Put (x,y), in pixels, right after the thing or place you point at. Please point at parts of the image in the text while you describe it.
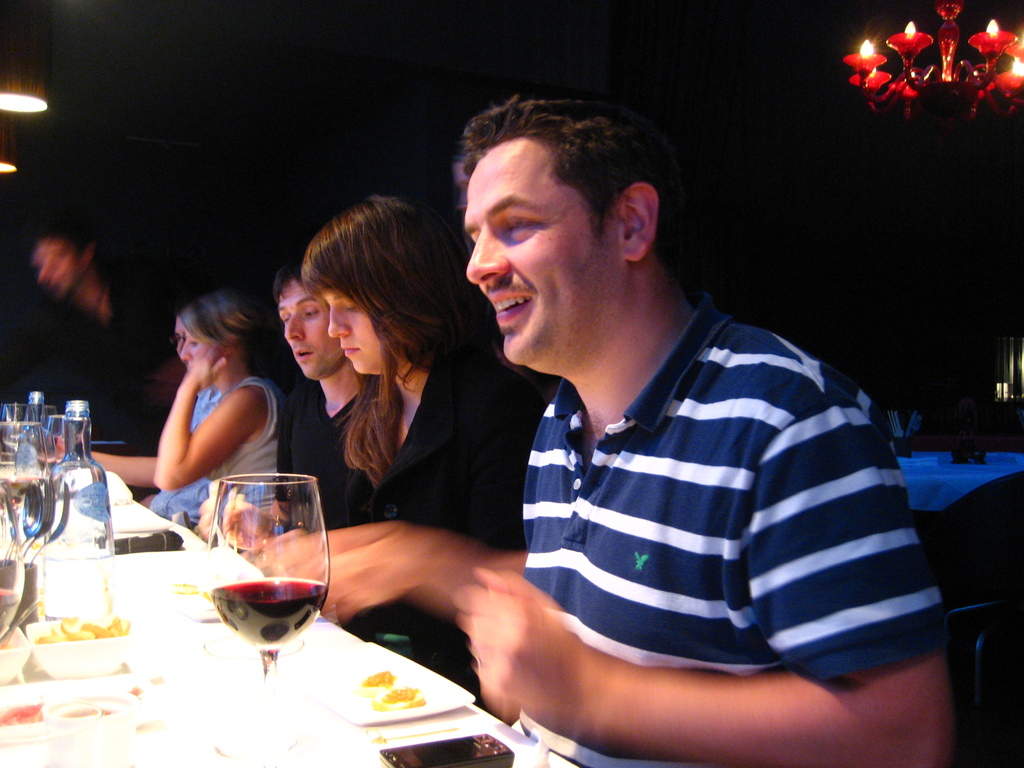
This is the picture of the group of people (332,389) who are sitting on the chair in front of them there is a table (129,590), on the table (144,552) there is a glass jar (98,594) and a wine glass (261,584) on the table (284,703) there is a mobile (418,754). Background of this people (381,408) is a black color and a chandelier (920,91) hanging to the roof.
